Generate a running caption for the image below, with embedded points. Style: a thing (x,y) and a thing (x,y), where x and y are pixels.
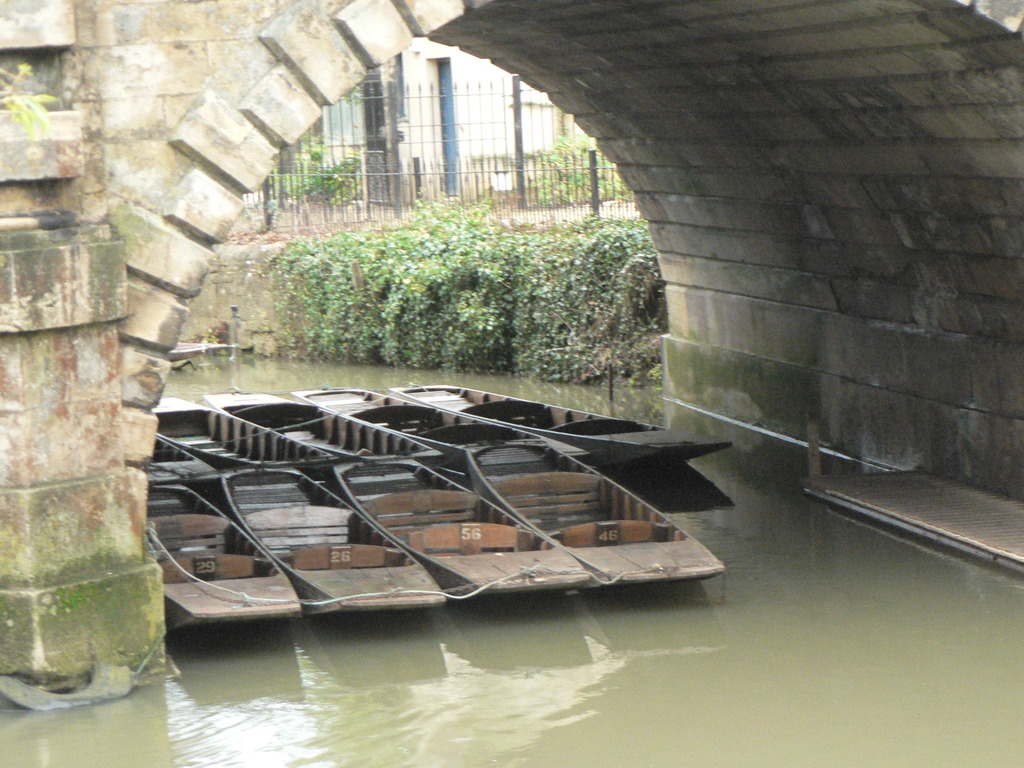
At the bottom (446,658), we see water (646,658) and this water (829,638) might be in the canal (848,525). In front of the picture, we see an arch (122,236) and the boats (320,460). There are trees (505,247), fence (394,195) and a building (430,103) in the background (396,158).
